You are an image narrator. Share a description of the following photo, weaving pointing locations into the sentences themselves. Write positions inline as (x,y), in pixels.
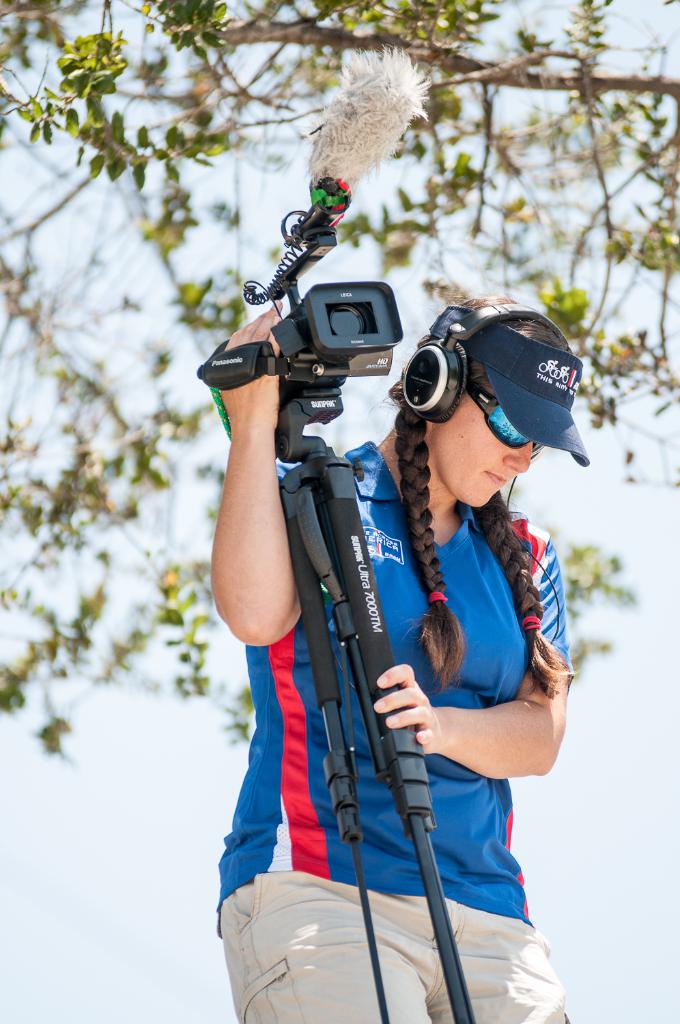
In the image a woman (410,594) wearing a blue t-shirt (316,844) is holding a camera (305,322). She has put on headphone (540,319). She is wearing cap (514,405), sunglasses (489,421). In the background (521,214) there is a tree (175,181). The sky (126,525) is clear.
